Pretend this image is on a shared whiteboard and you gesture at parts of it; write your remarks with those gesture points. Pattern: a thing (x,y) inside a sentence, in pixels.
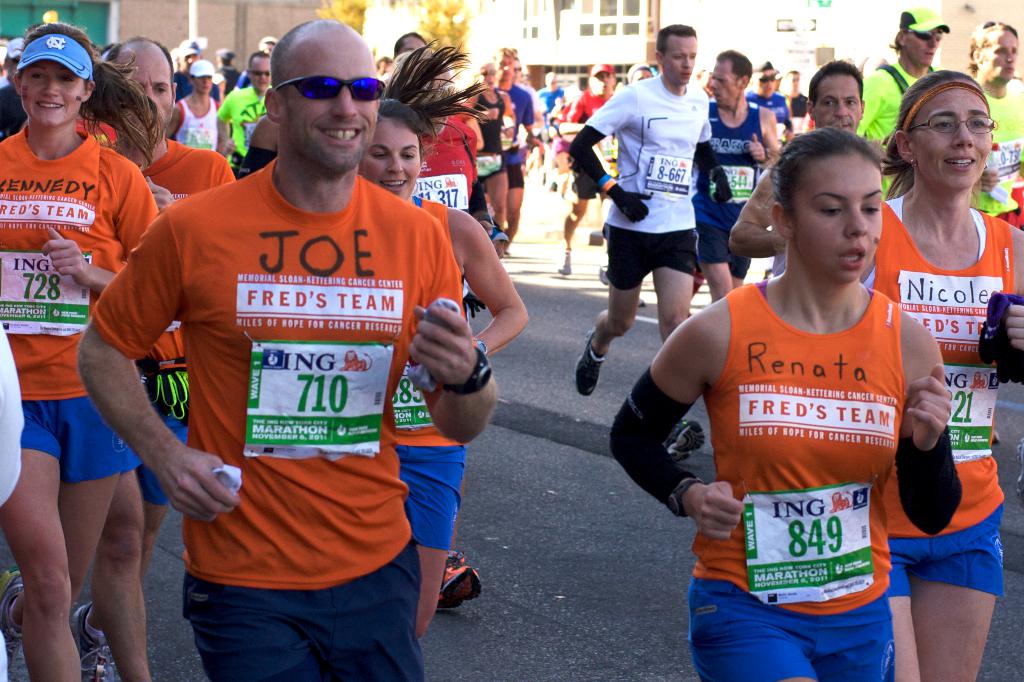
In the center of the image (381,413) we can see many people (651,486) running on the road (540,574). In the background (645,35) there are buildings (474,41) and trees (432,32).
